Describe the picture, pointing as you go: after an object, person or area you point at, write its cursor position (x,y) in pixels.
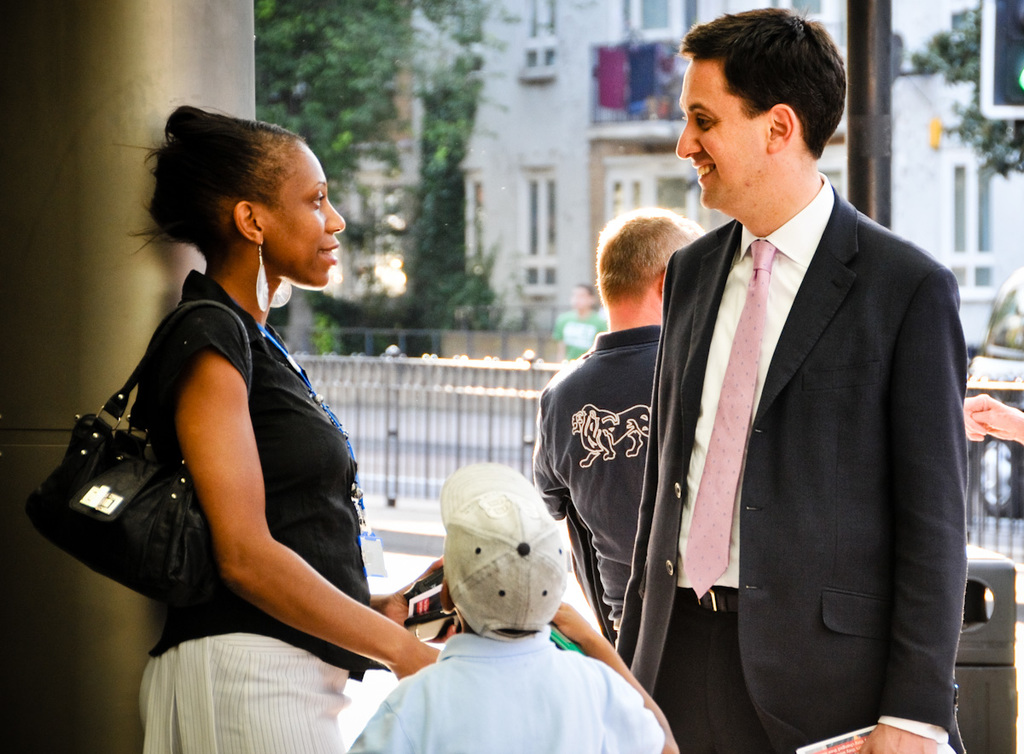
In this image I can see a man (789,328) and a woman (249,596) are standing, smiling and looking at each other. The man (788,388) is wearing black color suit (833,383), white color shirt (776,293) and a tie (750,329). He is holding some object (832,741) in the hand (892,736). The woman (289,496) is wearing black color shirt (272,399) and holding a bag (159,506). At the bottom of the image (463,721) I can see a person (513,697) wearing t-shirt (500,694), cap (503,636) on the head (499,610) and looking at the woman (270,458). In the background (612,396) there is another person (607,480) is standing. Beside the woman (219,343) I can see a pillar (78,95). In the background (551,74) there is a building (494,133) and some trees (353,80). In the middle of the image (447,392) I can see a railing (404,400) on the road (402,523).
